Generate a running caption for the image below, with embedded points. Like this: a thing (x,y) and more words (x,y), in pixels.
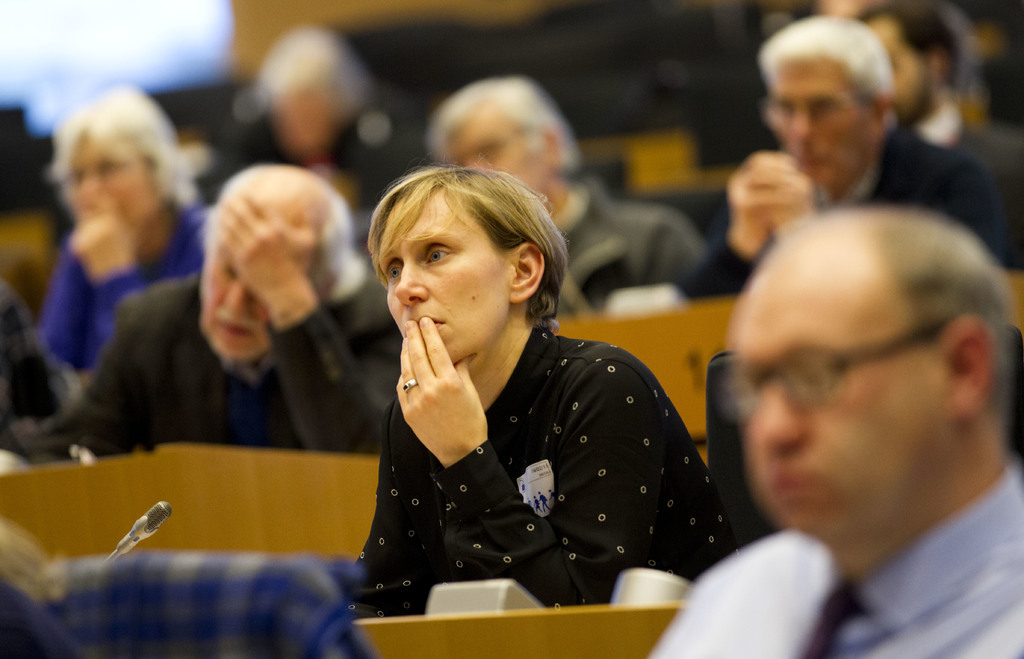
In this image I can see people (861,610) sitting. There are microphones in front of them. The background (657,70) is blurred.
